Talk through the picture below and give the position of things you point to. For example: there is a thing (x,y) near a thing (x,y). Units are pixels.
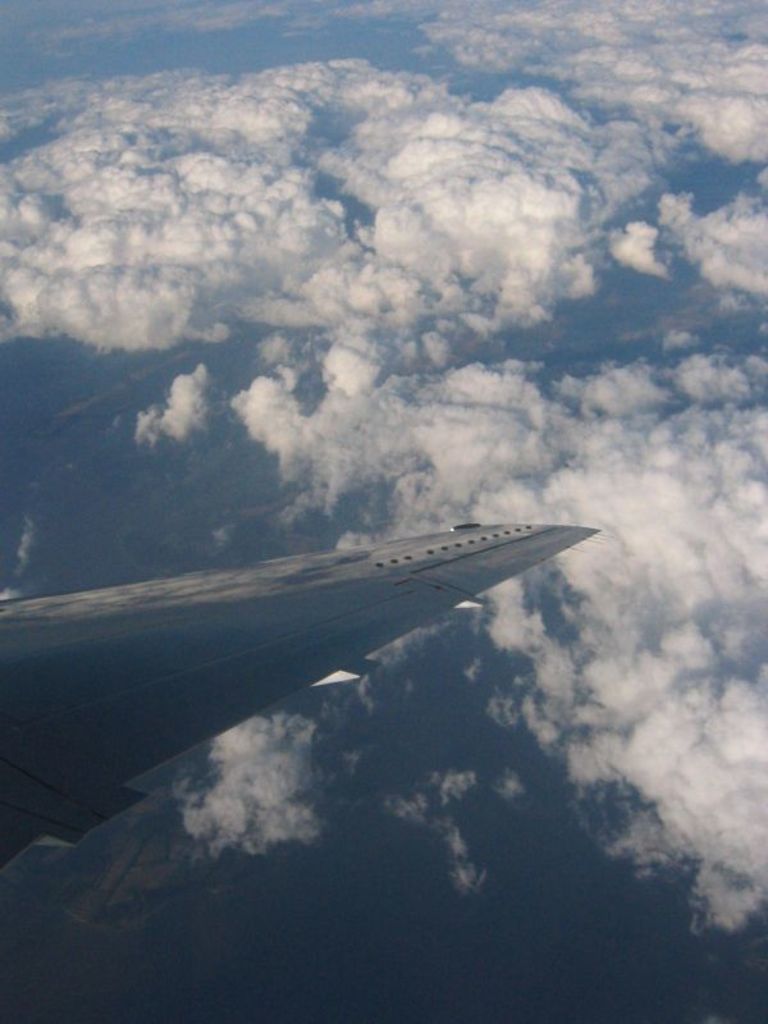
In this picture we can see an airplane wing (221,691) and in the background (689,666) we can see sky (310,707) with clouds (540,423).
